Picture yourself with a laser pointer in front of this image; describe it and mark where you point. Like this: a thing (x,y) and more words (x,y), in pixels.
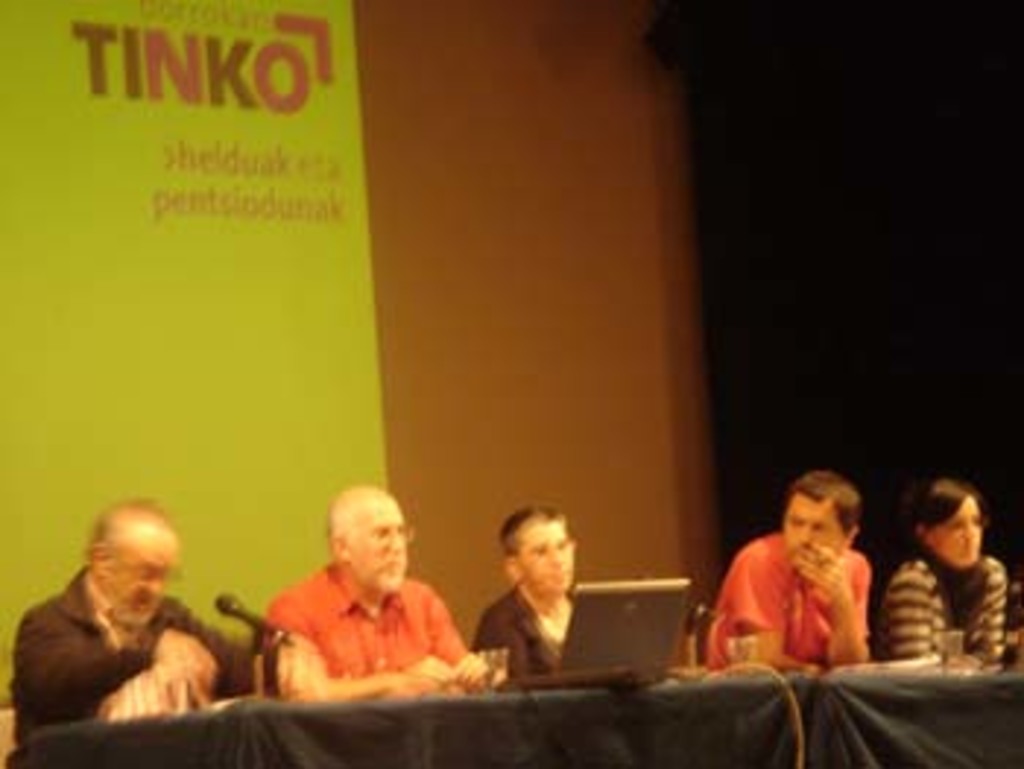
In the image there are few persons (561,589) sitting in front of table (928,705) with mic (271,627) and laptop (587,672) on it and behind them there is a banner (206,242), this seems to be clicked on a stage (862,266).
